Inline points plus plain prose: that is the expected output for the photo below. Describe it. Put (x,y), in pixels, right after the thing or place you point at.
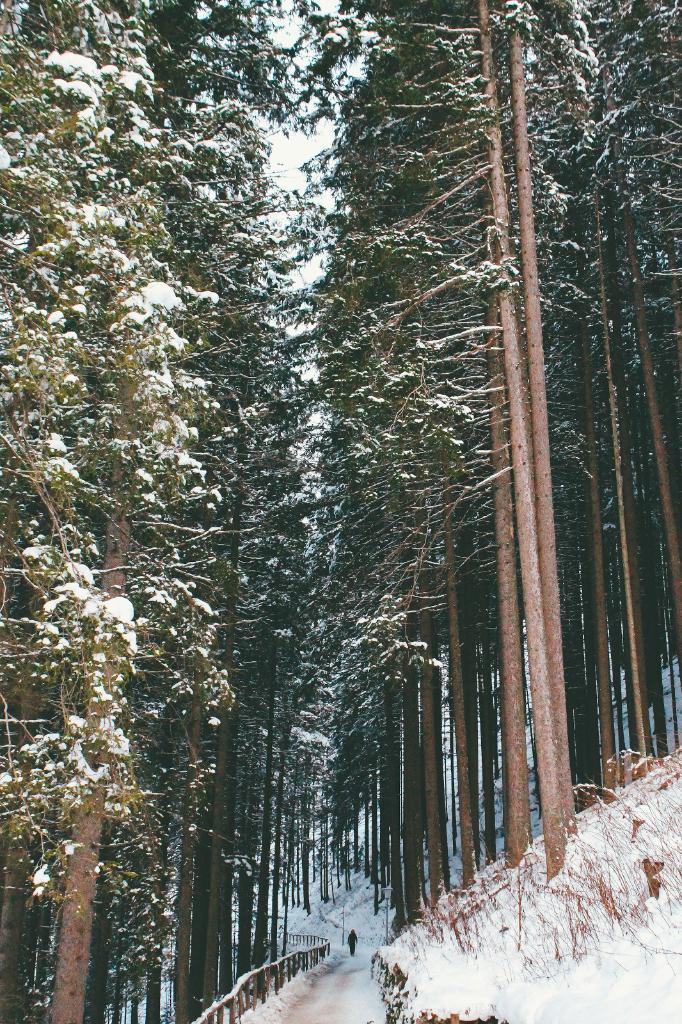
At the bottom of the picture (347,950), we see a person (356,943) walking on the path (370,1004) which is covered with snow (355,1006). There are many trees (254,395) and these trees (337,625) are covered with snow (129,618).
